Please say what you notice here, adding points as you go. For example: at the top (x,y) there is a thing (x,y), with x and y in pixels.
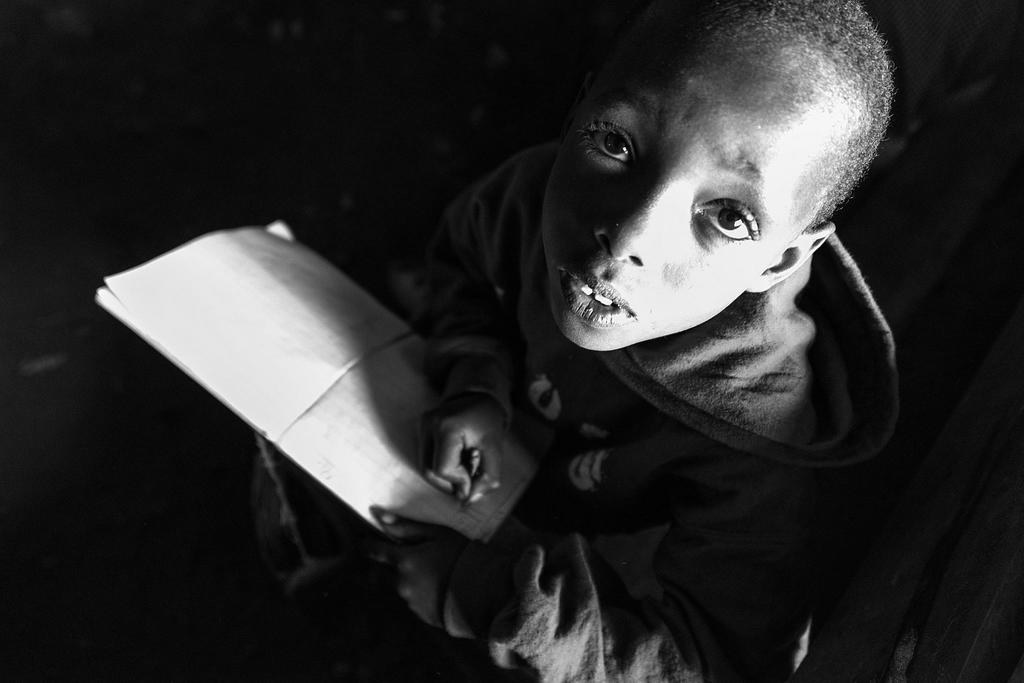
This is a black and white image. There is a boy (466,281) holding a book (419,386) and a pencil (470,482).
